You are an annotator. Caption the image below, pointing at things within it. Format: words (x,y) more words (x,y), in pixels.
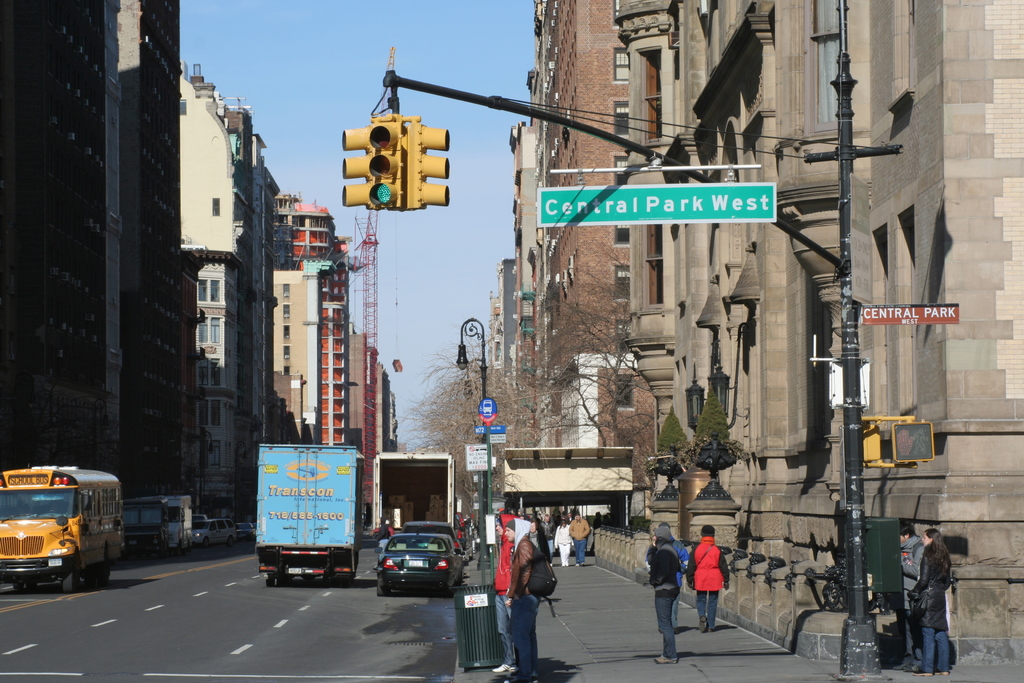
This picture consists of a road (119,589), on the road (223,597) I can see vehicles (305,518) on the right side (800,69) I can see the building (772,61), in front of the building (767,154) I can see there are few persons (528,579) walking and standing on the sidewalk (585,584) and I can see a traffic signal light (363,134) visible in front of the building (528,335) and on the left side (196,213) i can see few buildings (244,249), on the top (250,88) I can see the sky (423,30) and in the middle (441,435) I can see trees (460,434).
